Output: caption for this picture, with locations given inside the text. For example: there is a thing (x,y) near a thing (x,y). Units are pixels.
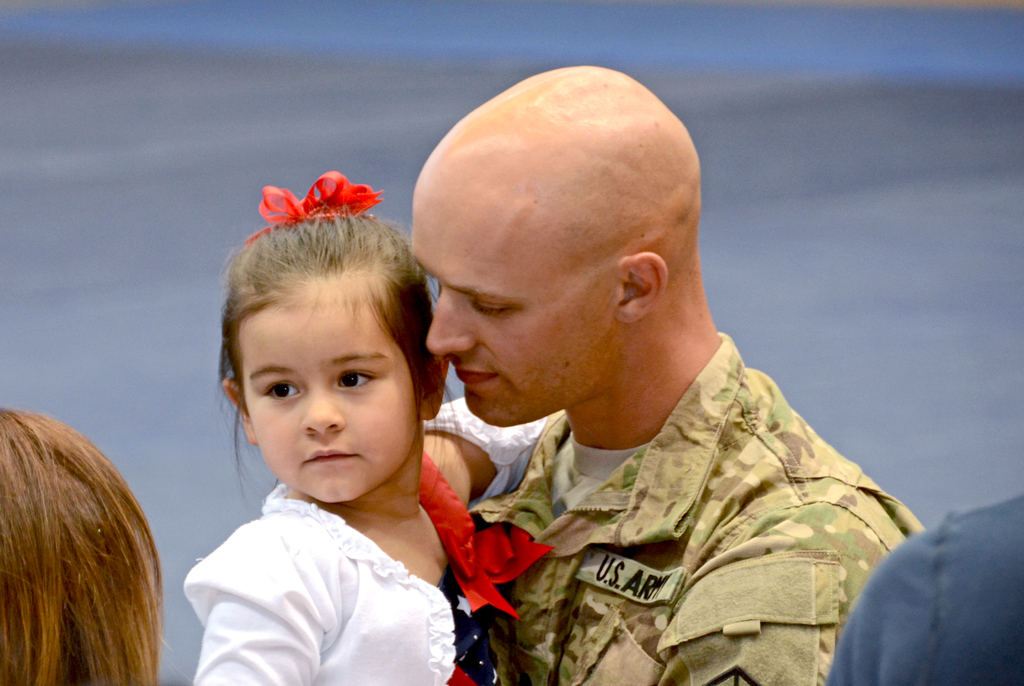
In this image I can see four people (476,571). I can see two people (412,642) with different color dresses (386,665) and one person (645,562) with the military dress (741,520).
